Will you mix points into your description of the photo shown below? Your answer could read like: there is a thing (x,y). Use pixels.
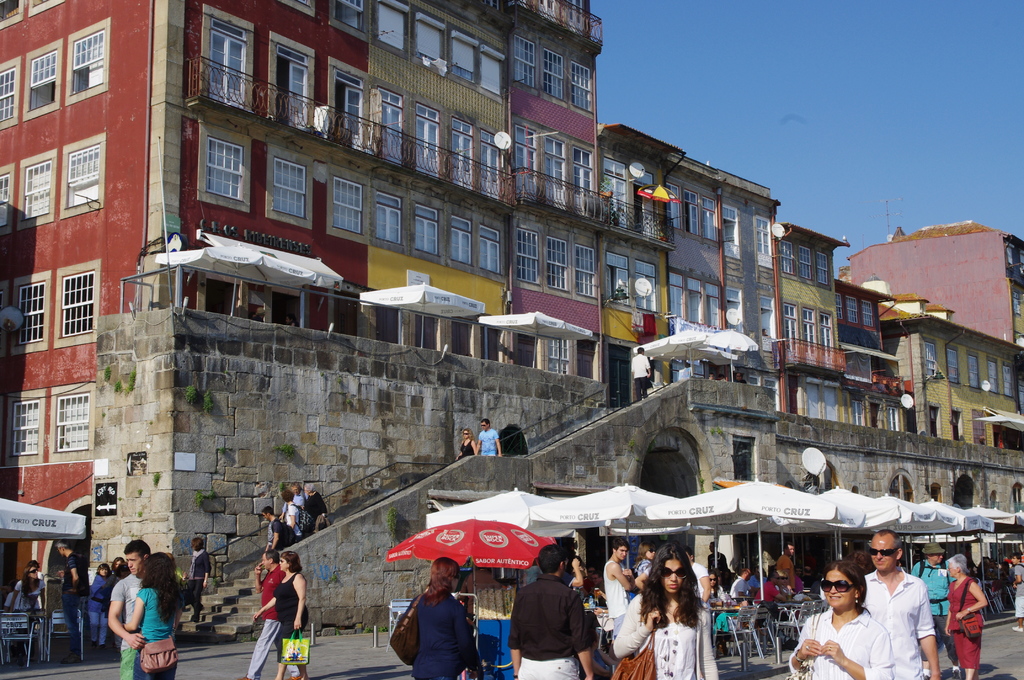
In this image there are group of people (527,667) standing, umbrellas (754,497) to the poles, chairs (741,615), tables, buildings (699,212), antennas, sky (925,36).
